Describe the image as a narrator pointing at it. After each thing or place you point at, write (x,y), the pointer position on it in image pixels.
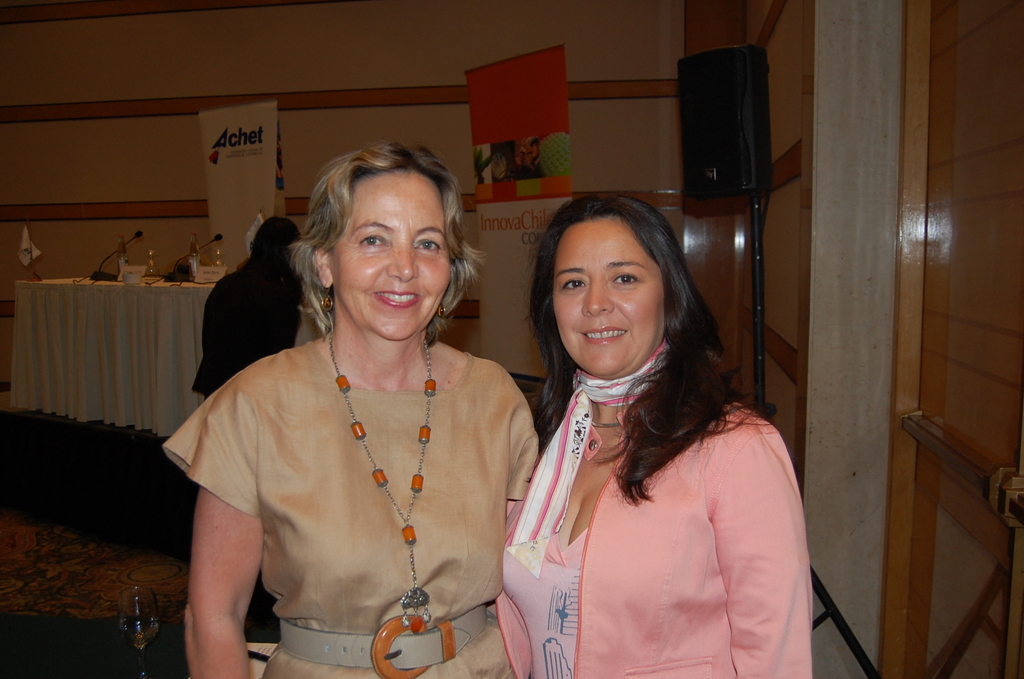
In this image on the foreground (535,455) two ladies (497,534) are standing they are smiling. In the background (505,130) there are banners (493,115), speaker (696,144). On a table (164,280) there are mics (176,270), name plate (204,274), glasses (153,267). A person (222,297) is standing over here. Here there is a glass (135,608).
